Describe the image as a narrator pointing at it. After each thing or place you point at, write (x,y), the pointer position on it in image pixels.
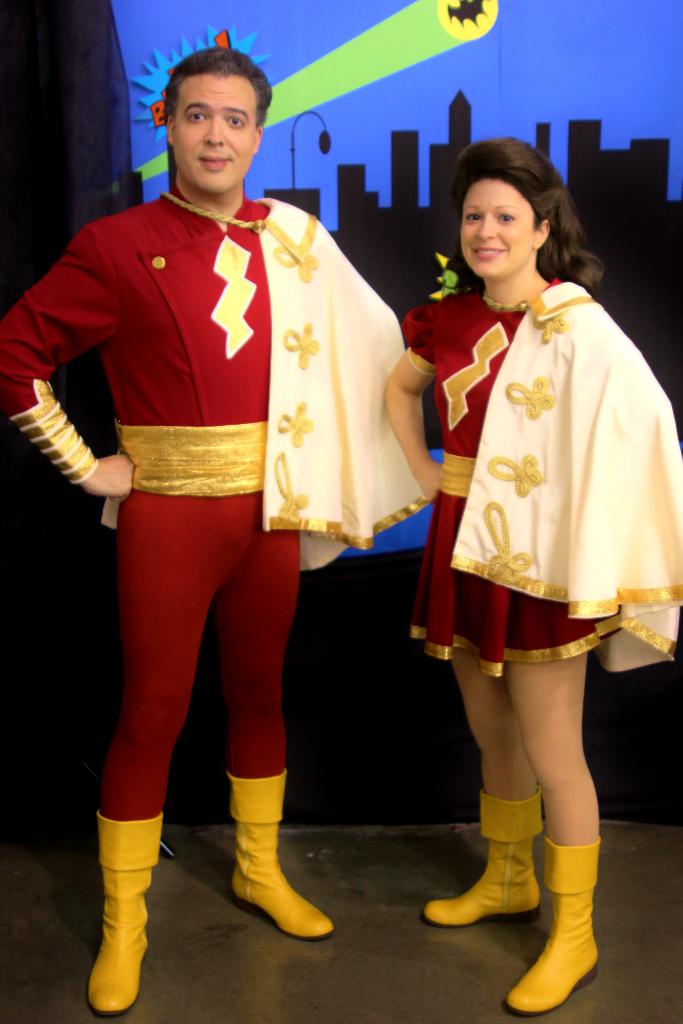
In this picture we can see 2 people (609,360) wearing red costumes (271,451) looking and smiling at someone.
